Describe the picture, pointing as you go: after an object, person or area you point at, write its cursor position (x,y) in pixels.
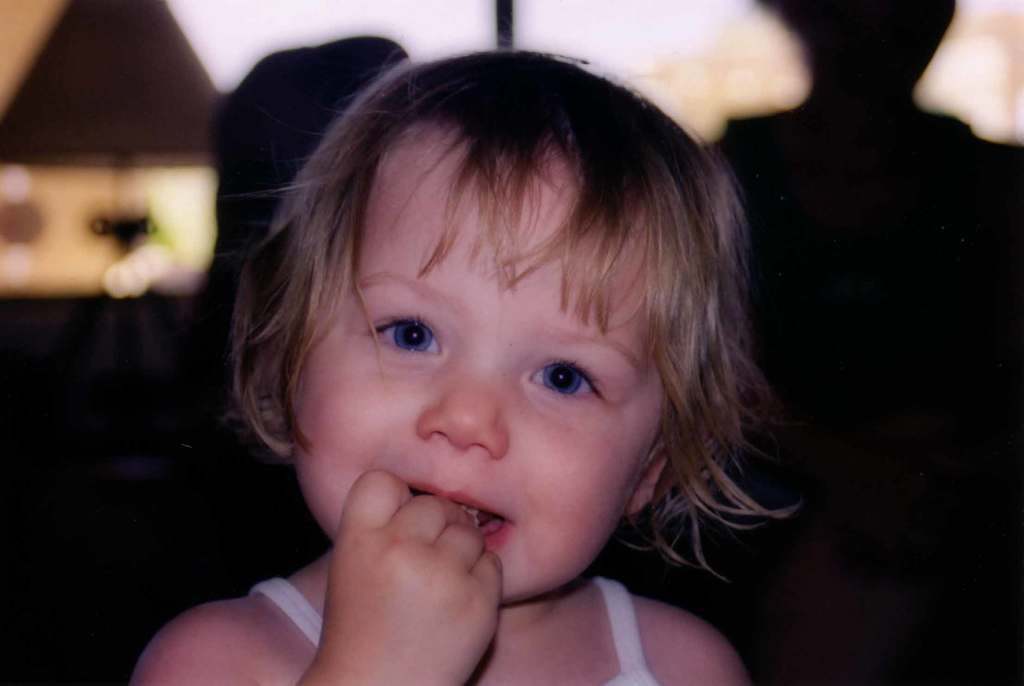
This picture seems to be clicked inside. In the foreground (474,478) there is a kid (373,614) holding some object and seems to be eating. In the background (340,69) we can see the lamp (152,112) and some other objects (100,387).
